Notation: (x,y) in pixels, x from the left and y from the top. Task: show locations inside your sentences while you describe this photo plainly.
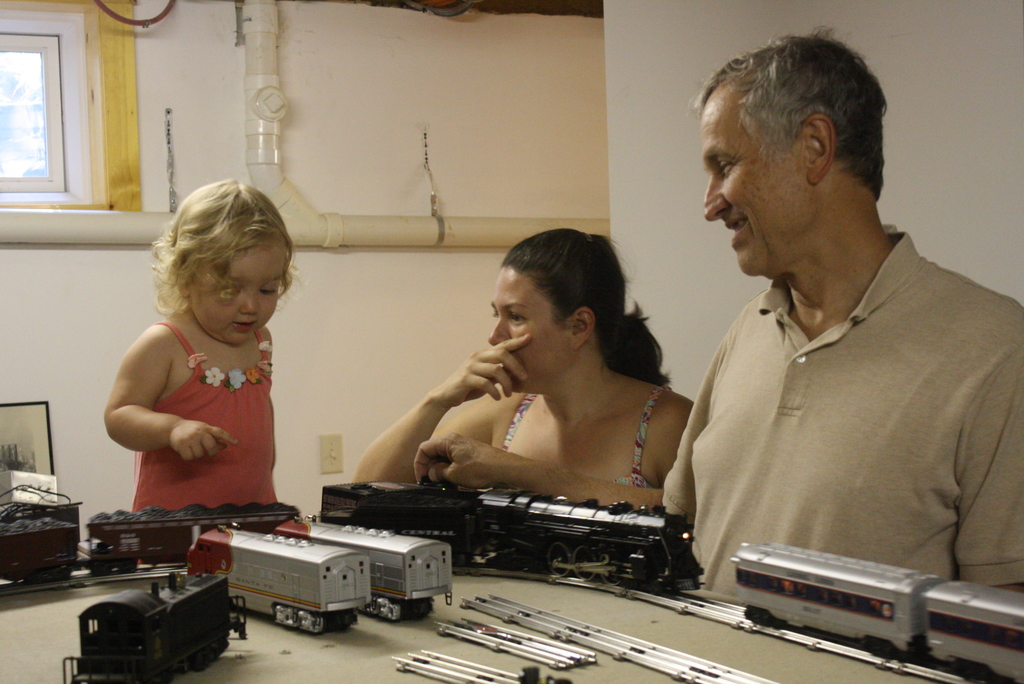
In this image, we can see a kid (240,456), woman (674,443) and man (783,459). At the bottom (557,656), we can see train toys (200,576), some objects (613,631) are placed on the surface (373,643). Background (352,354) we can see a wall (352,326), pipes (491,227), glass window (59,143), photo frame (5,433) and switchboard (337,468).
